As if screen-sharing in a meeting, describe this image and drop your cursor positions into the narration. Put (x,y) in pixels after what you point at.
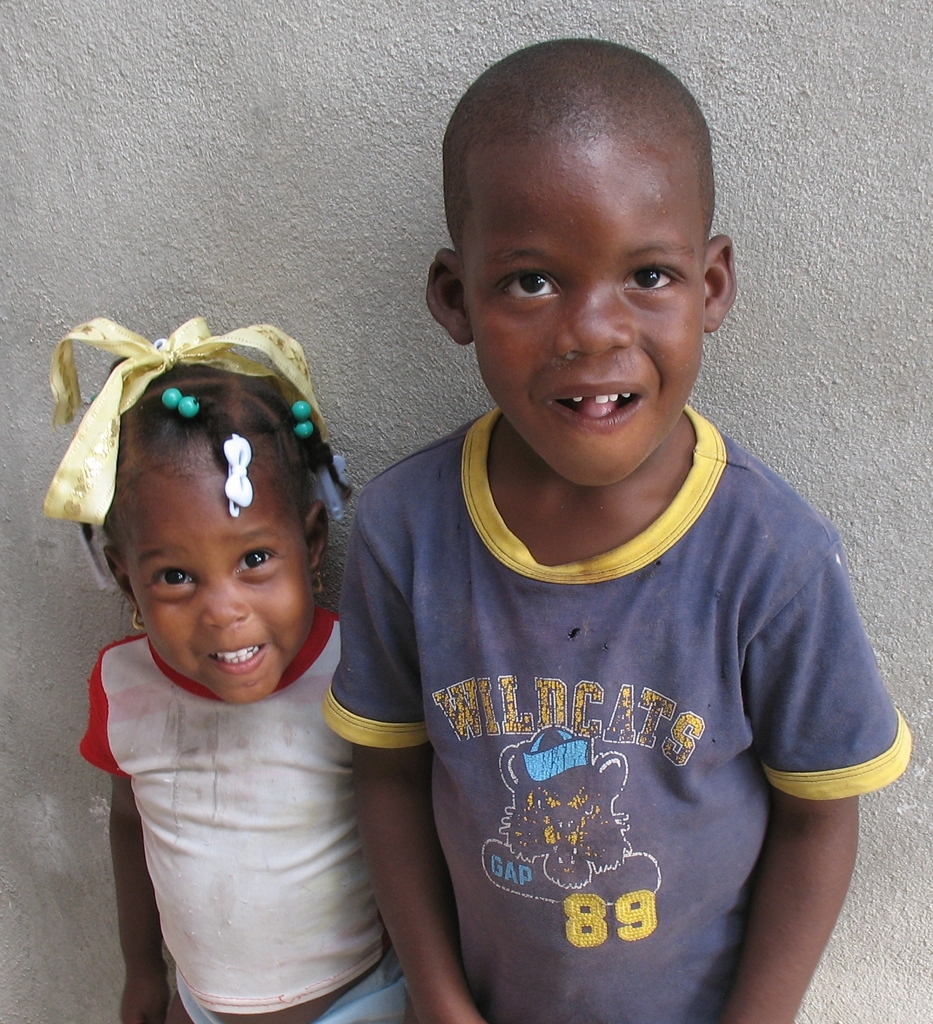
In the center of the image (600,344) there are two kids (378,545) standing. In the background of the image (433,104) there is wall (656,39).
